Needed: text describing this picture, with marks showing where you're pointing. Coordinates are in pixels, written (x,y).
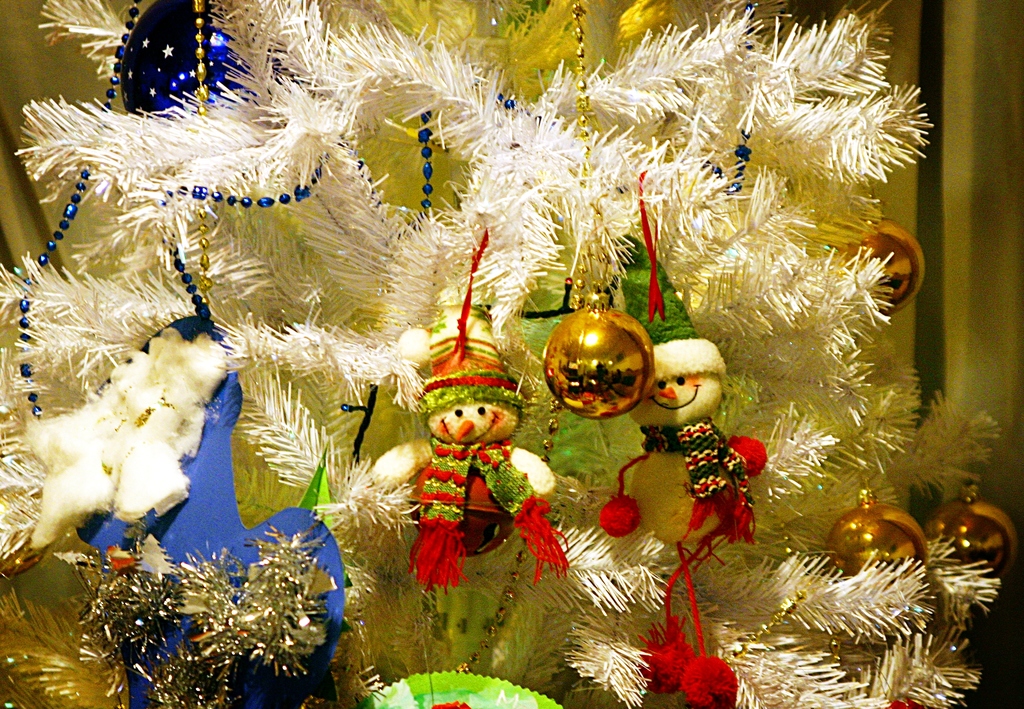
In this picture I can see a tree (356,362) and few toys (483,442), fancy balls (591,313) and few color ribbons (147,632) hanging to the tree (368,255) and looks like a curtain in the back (375,176).
